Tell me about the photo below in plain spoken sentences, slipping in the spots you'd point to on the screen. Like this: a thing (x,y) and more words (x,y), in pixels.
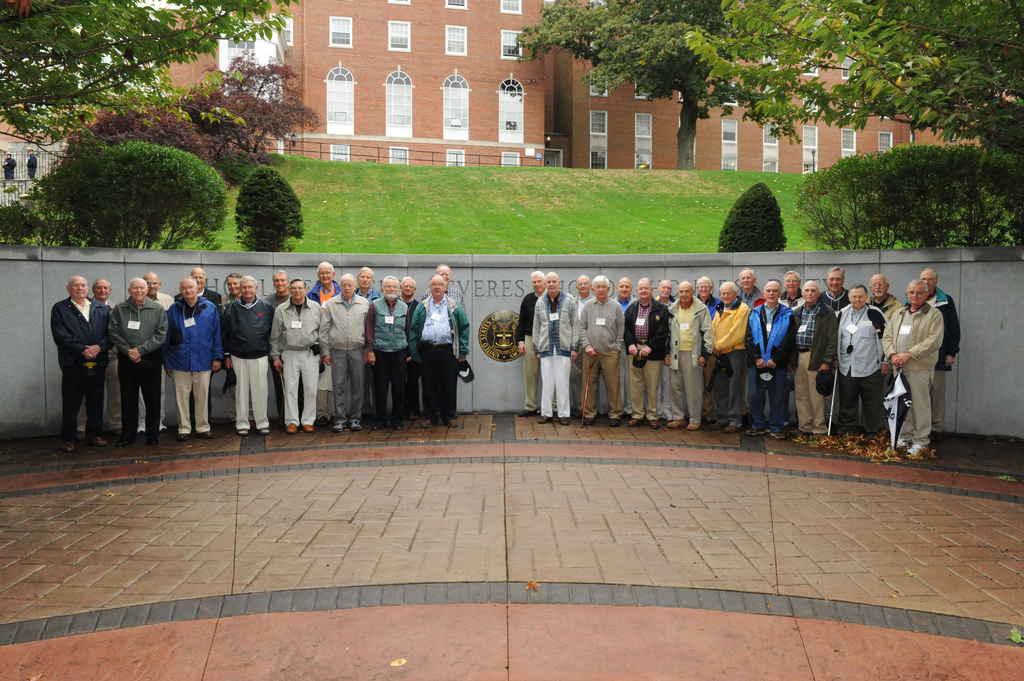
This image consists of many persons (199,311) standing and they are wearing ID cards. At the bottom (683,580), there is a floor (411,570). In the background (599,209), we can see the trees (134,79) and green grass (344,164). And there is a building (392,116) along with the windows (810,161).
